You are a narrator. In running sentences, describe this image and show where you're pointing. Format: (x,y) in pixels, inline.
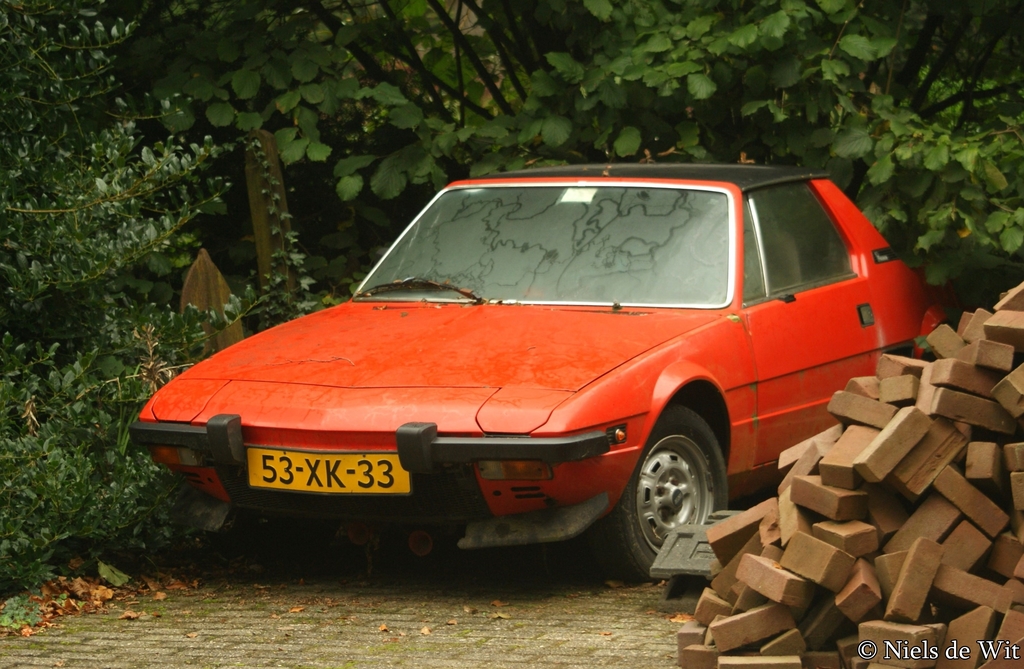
In this image we can see a car (528,371) with a number plate (308,474). On the right side (789,469) there are bricks (821,445). In the back (370,236) there are trees (606,98). In the right bottom corner (903,651) there is a watermark (919,649).
